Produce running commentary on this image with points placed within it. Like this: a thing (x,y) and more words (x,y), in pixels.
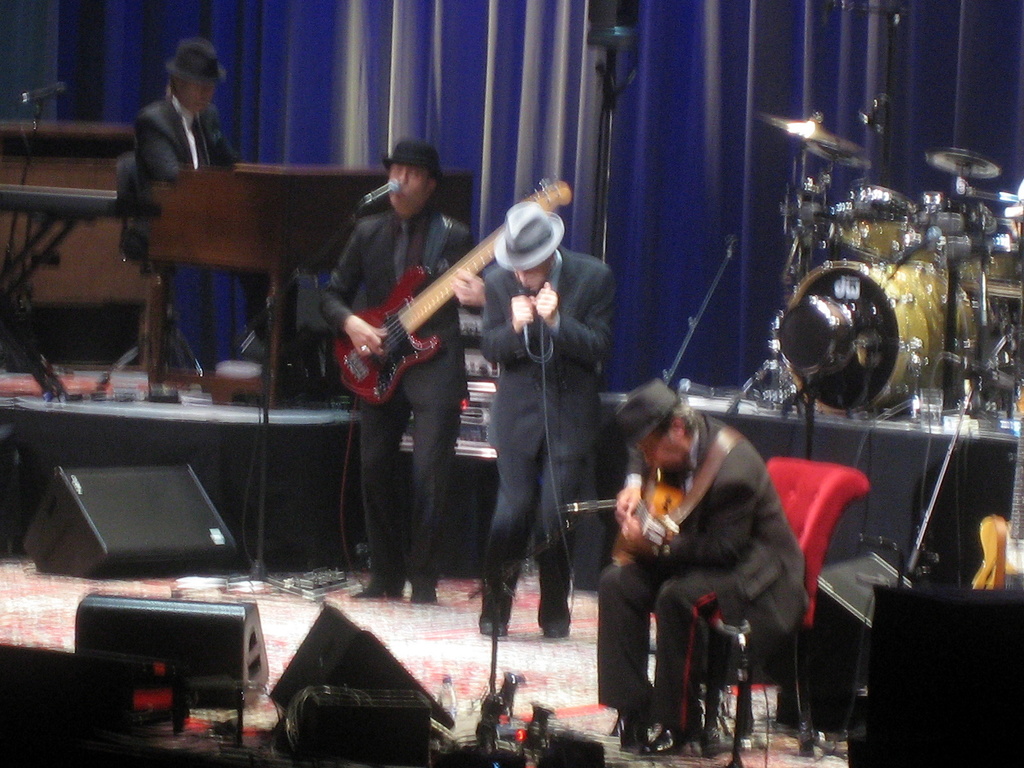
In this picture there is a man (359,329) holding a guitar (397,323) and singing. There is a mic (385,192). There is a person (554,307) standing. There is another person (709,559) who is playing guitar (665,502) and sitting on the chair (818,514). There is also another person (138,167) who is sitting on the chair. There are few musical instruments (870,295) at the background (979,290).
